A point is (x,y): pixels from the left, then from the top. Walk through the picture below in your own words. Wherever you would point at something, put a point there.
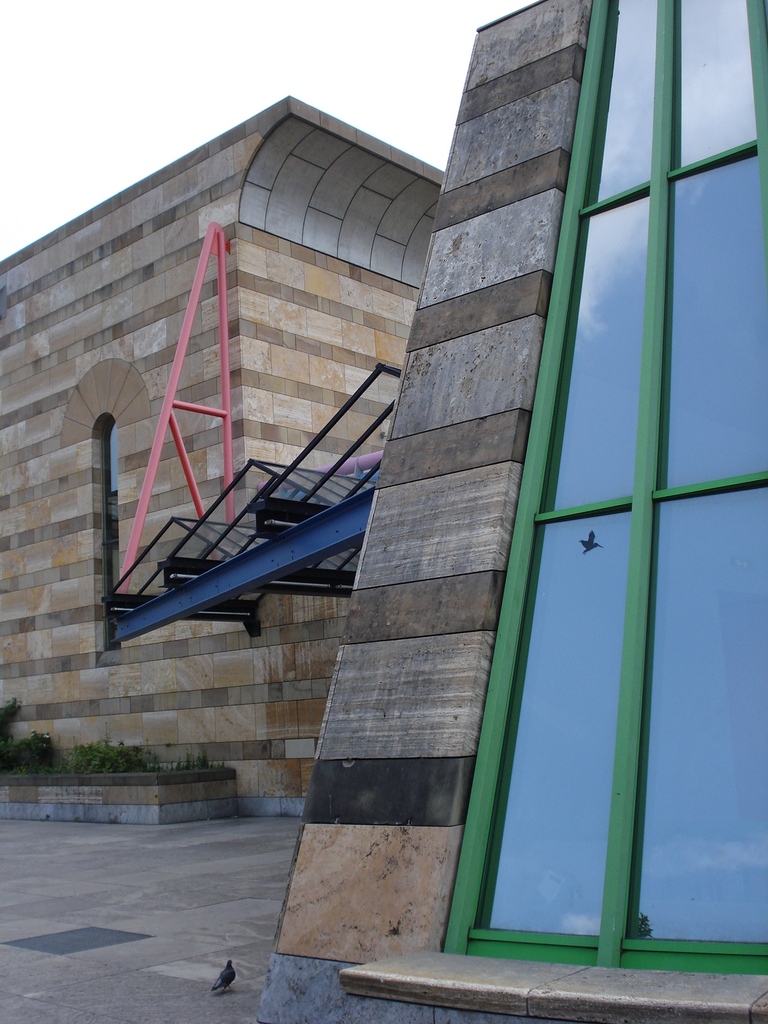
In the center of the image (375,491) a building (236,516) is present. At the bottom of the image (23,762) we can see a pigeon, some plants (131,770) and glass (620,668) are present. At the top of the image (181,90) sky (181,90) is there.
